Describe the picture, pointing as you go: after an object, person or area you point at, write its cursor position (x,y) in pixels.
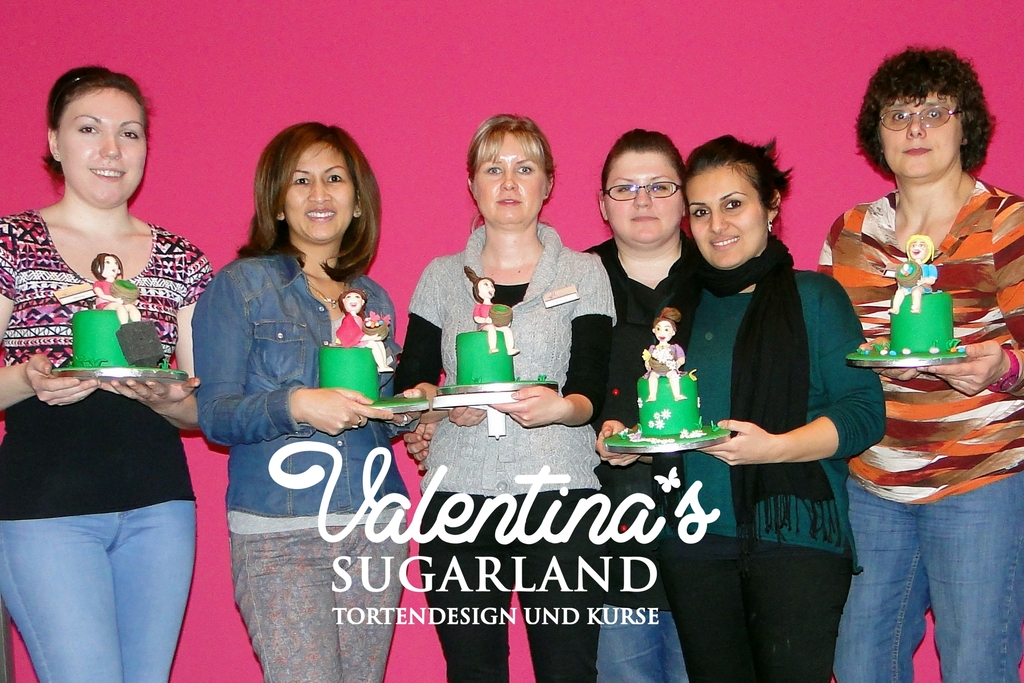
In this image, we can see people (988,370) wearing clothes (207,435) and holding objects (124,329) with their hands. There is a text (563,475) at the bottom of the image (628,584).
